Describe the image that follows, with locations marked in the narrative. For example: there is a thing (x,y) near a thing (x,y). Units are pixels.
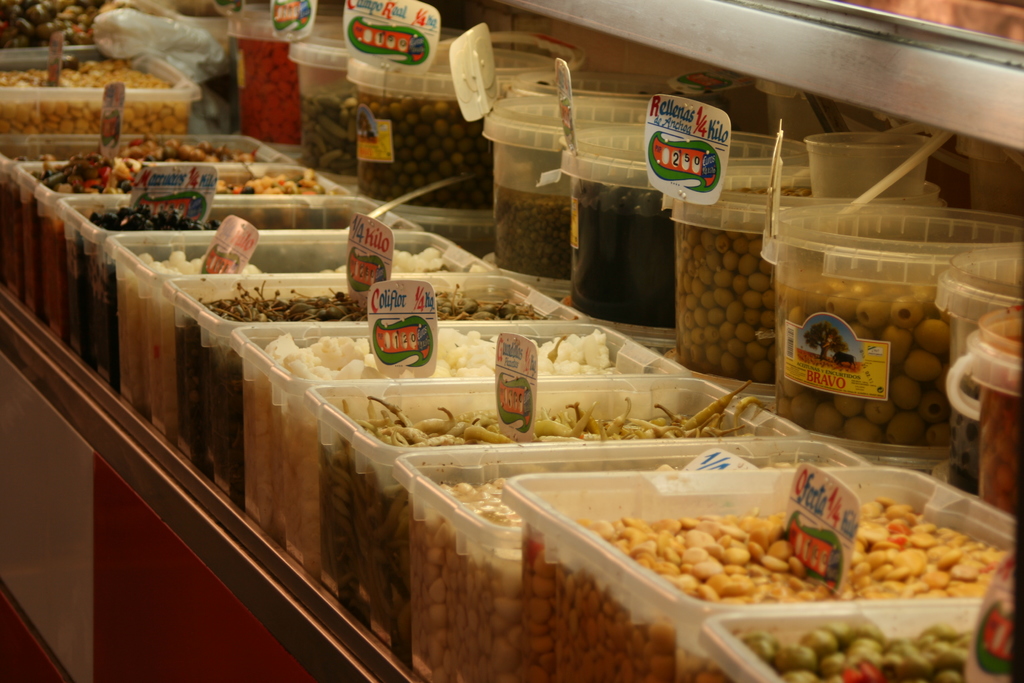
In this image in the center (516,244) there are some boxes (273,161) and some containers (677,270), in the boxes (480,535) there are some food items (743,558) and in the containers (475,123) there are some groceries (281,105) and some labels (384,144) are attached to that boxes (571,535) and containers (343,47). At the bottom (146,521) there is a table (119,516).
